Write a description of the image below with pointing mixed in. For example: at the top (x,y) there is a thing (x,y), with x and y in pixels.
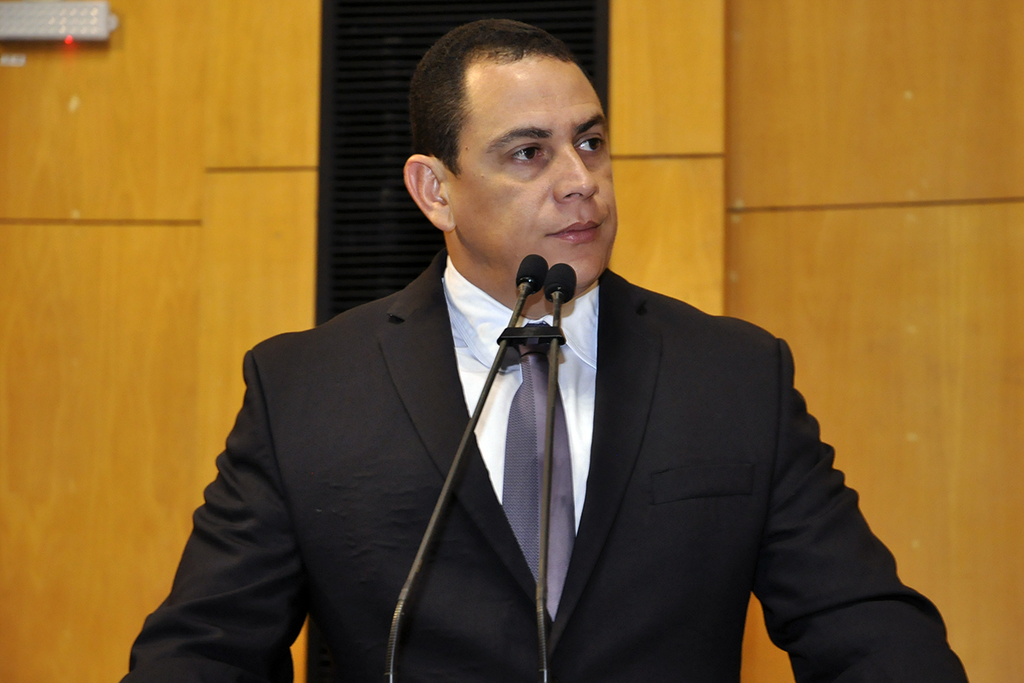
In this picture we can see a man (552,646) wore blazer (377,413), tie (509,414) and in front of him we can see mics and in the background (354,255) we can see wall (743,208).
